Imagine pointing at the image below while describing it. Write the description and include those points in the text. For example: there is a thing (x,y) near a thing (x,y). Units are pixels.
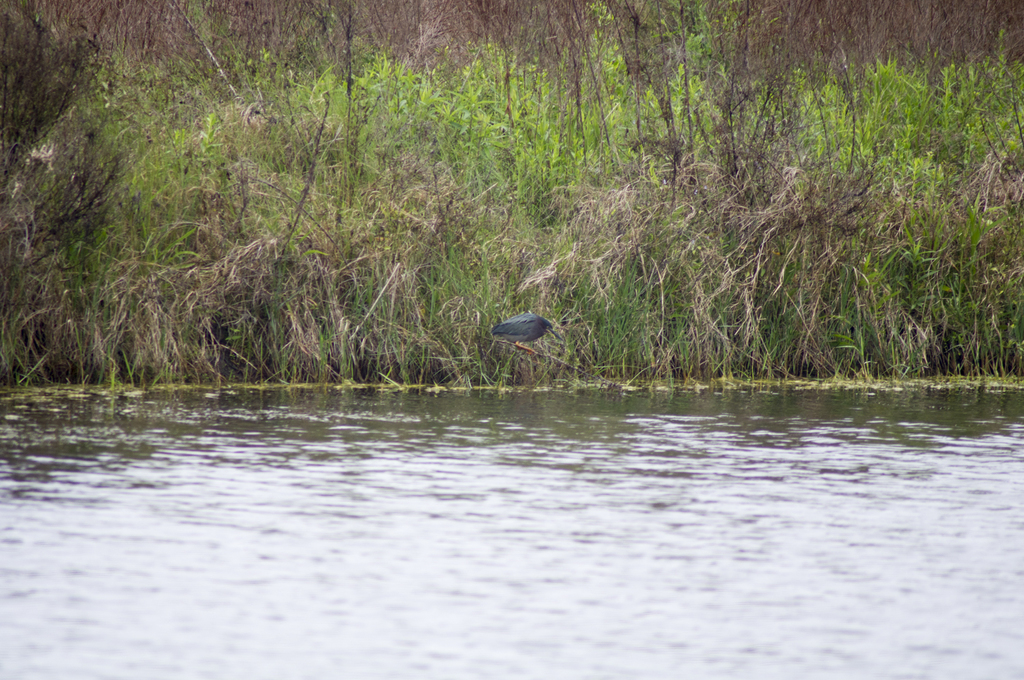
In the image there is a pond (234,396) in the front (301,488) and behind it there is a bird (520,320) standing on a stick (561,362) on land (284,272) covered with plants (732,184) all over it.
